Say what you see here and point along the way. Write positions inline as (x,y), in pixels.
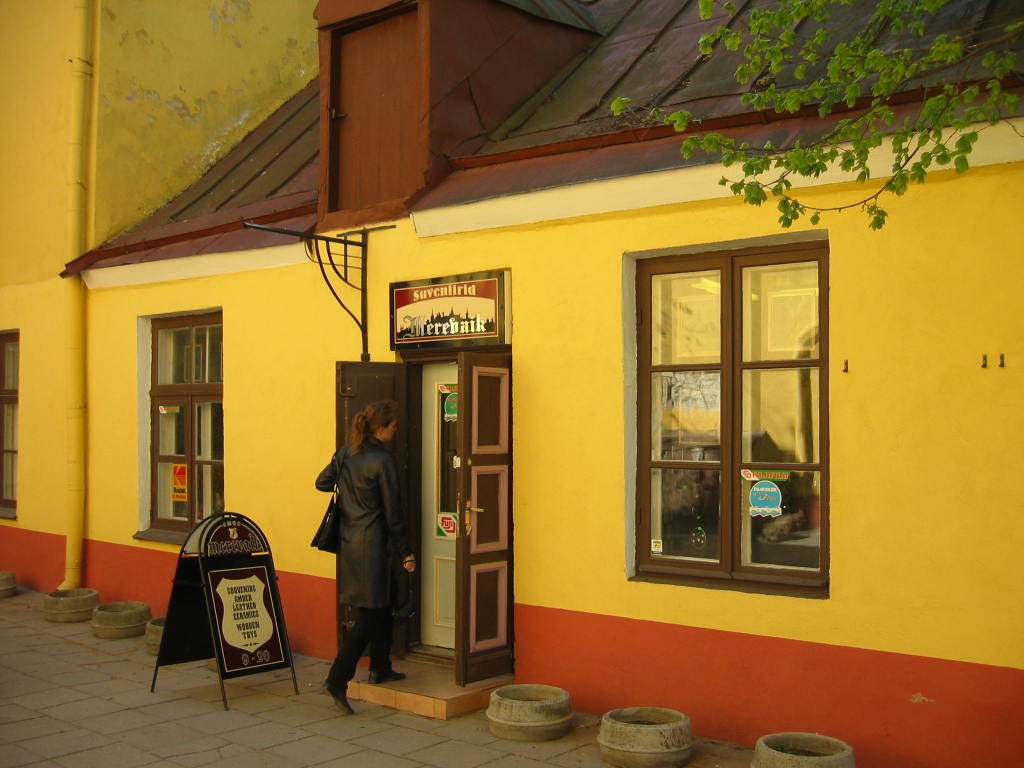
In the image there is a woman (384,574) entering in to a house (183,345) with two windows (202,477) on either side, this seems to be a souvenir shop (740,735), on the right side (892,116) top there is a plant (958,155) visible.
